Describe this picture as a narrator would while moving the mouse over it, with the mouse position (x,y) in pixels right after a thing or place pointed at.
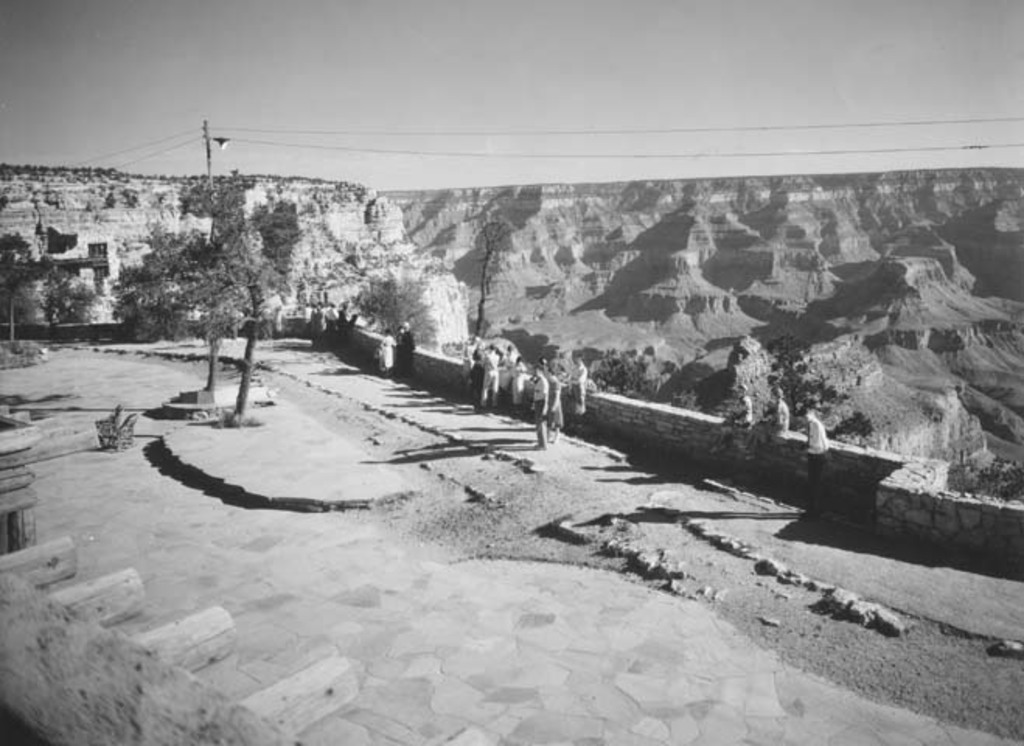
This is black and white picture, in this picture there are people (344,312) and we can see wall (347,330), trees (61,289), pole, light (224,149), hills (41,179) and wires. In the background of the image (772,91) we can see the sky (807,109).
